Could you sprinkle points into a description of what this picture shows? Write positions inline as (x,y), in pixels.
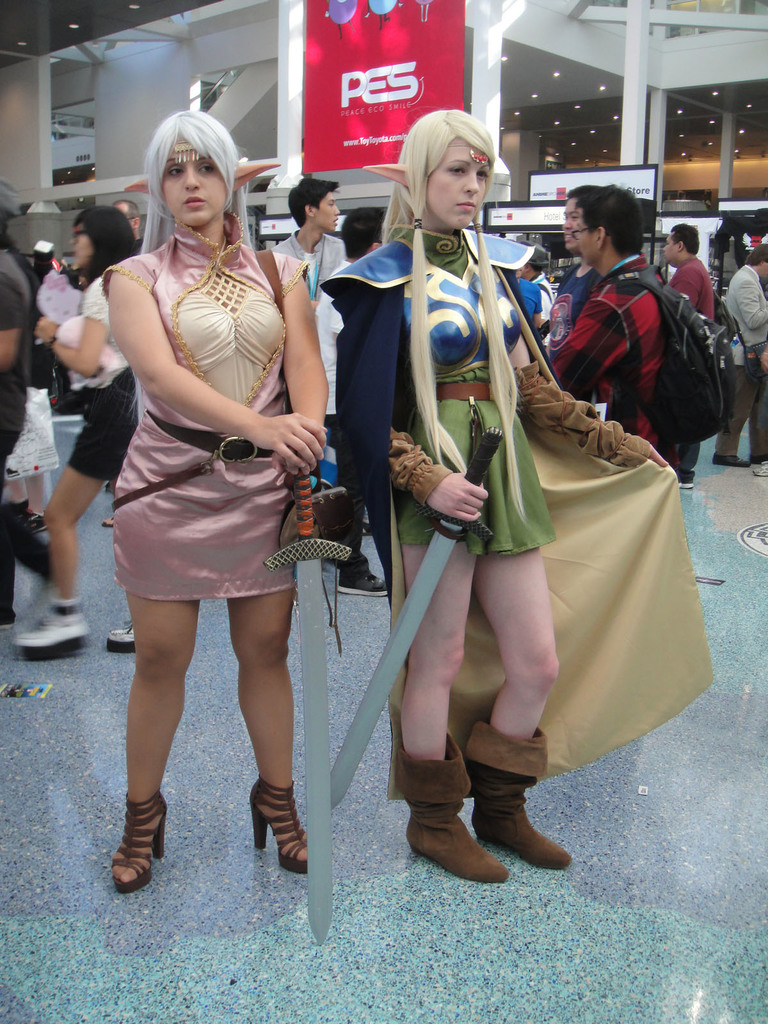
As we can see in the image there are few people (519,489) here and there. The two people (394,525) standing in the front (155,524) are holding swords (304,611). In the background (374,88) there is a banner (457,87), lights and a white color wall (148,98).
